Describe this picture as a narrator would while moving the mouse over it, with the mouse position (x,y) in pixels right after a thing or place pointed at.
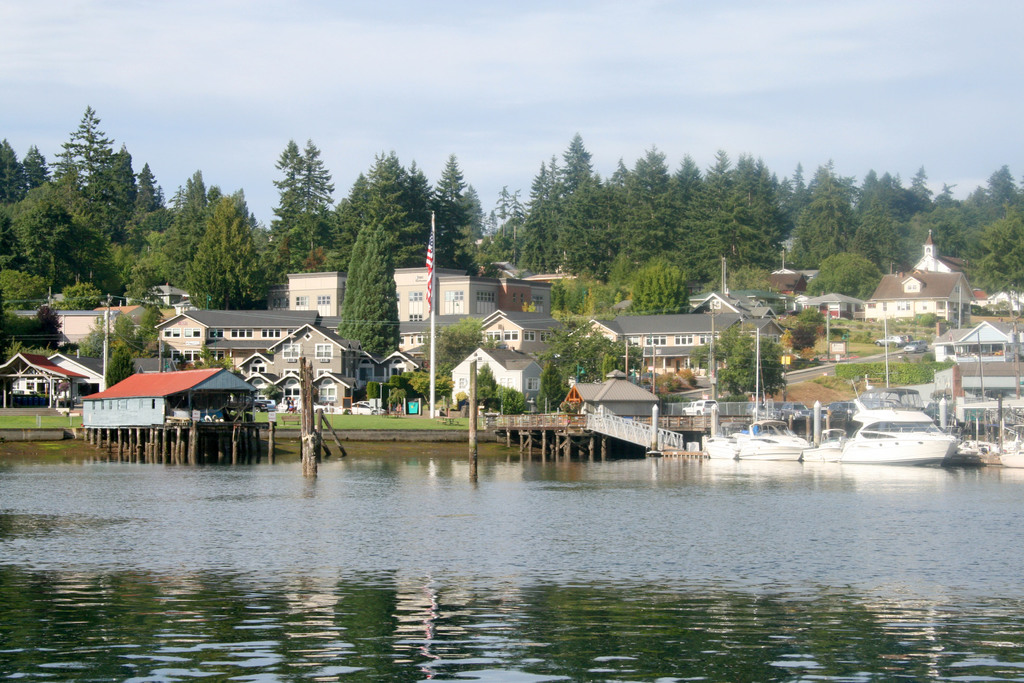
In this image we can see boats (739,430), buildings (140,401), flagpoles (431,378), road (872,361), vehicles (799,403), houses (962,313), trees (397,255) and sky (585,142). At the bottom (331,540) there is a water (574,536).
